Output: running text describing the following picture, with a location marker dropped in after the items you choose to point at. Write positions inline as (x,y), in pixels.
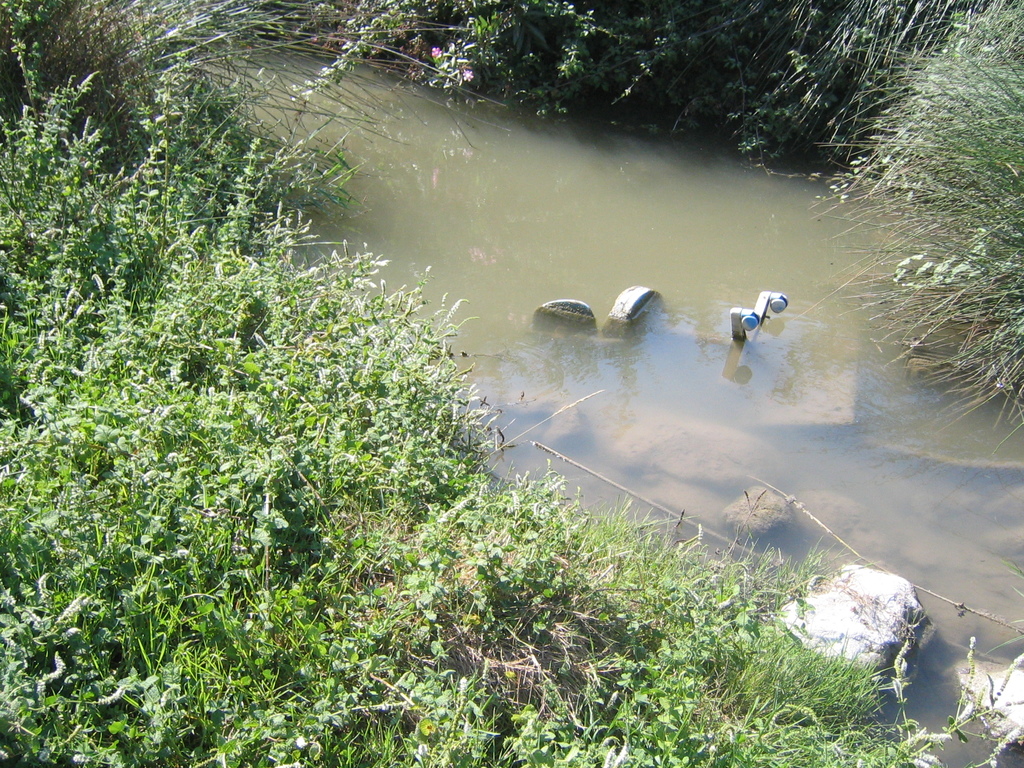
In this image we can see water (598,442), rocks (755,523), grass (948,190) and plants (187,397).
